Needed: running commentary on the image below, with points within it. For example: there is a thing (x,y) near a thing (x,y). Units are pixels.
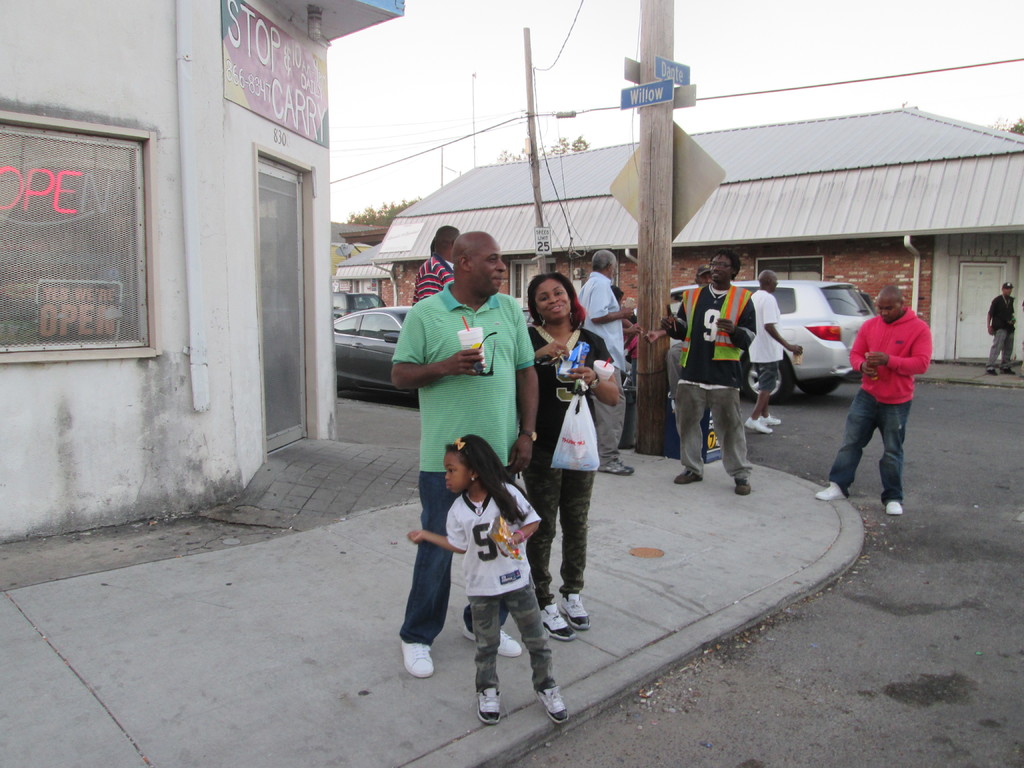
In this image, there are a few people (896,421) and vehicles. We can see the ground (809,582). We can see some houses (409,236) and boards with text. We can some poles (537,172) and wires (550,114). We can see some trees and the sky (871,99).
